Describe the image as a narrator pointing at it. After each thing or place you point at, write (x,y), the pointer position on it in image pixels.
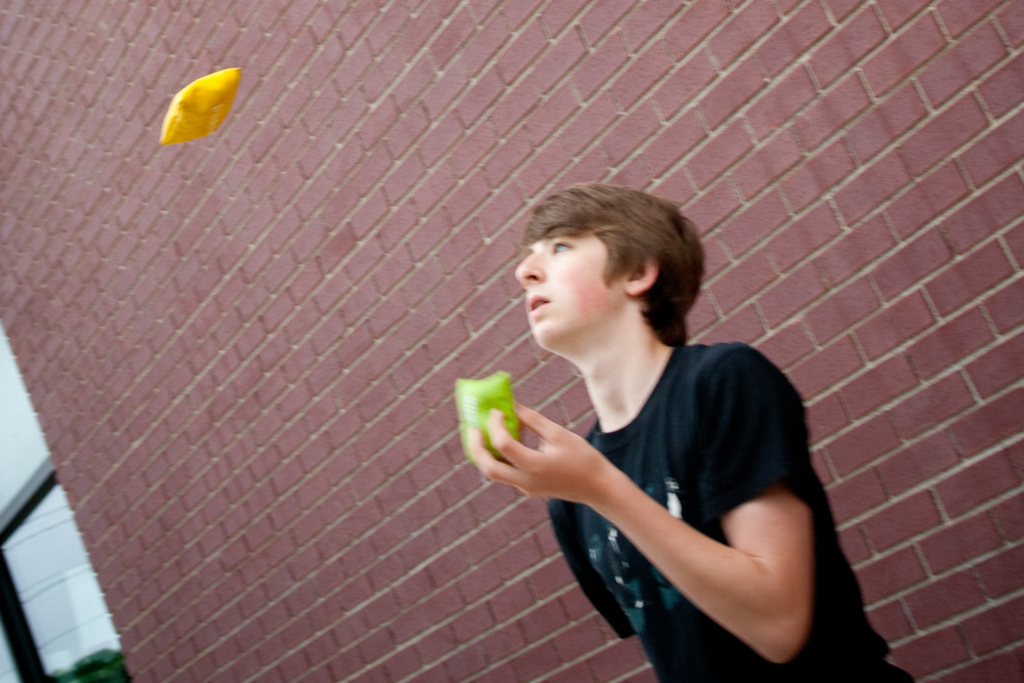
In this image, we can see a person (619,498) is holding a green object (476,400). Background (1007,420) we can see brick wall (445,412). Here we can see yellow color object (191,116) in the air. On the left side (62,589) bottom corner of the image (63,583), we can see glass object (46,564).
